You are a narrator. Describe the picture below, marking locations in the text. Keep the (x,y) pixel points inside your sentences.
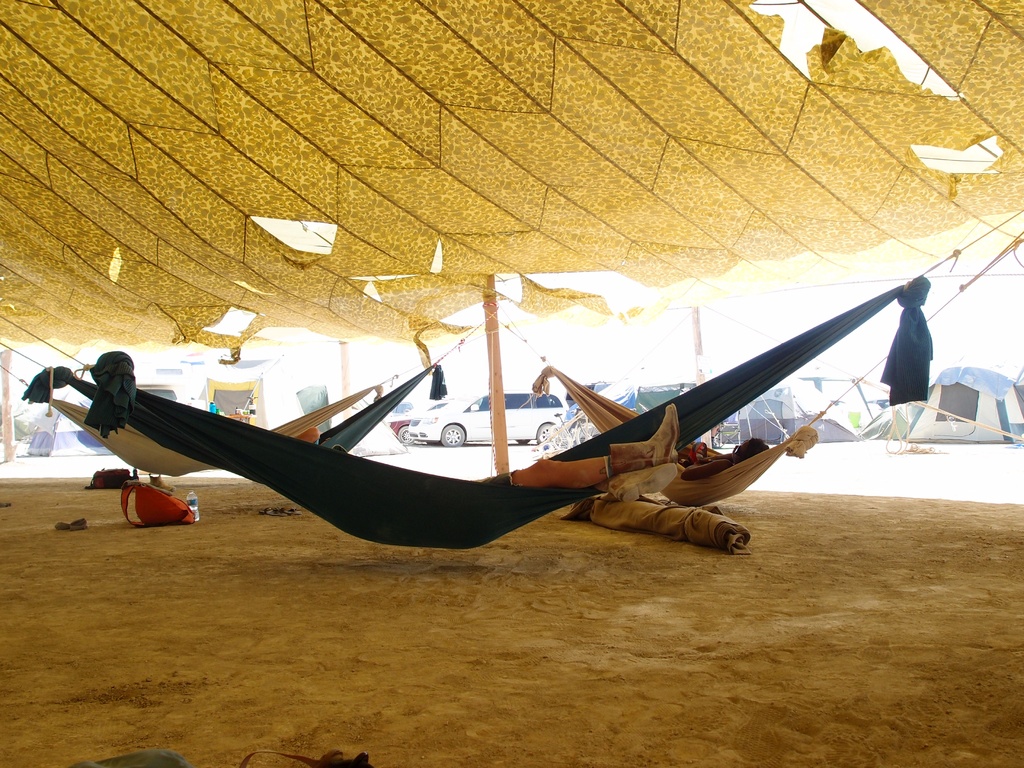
In this image we can see few people (659,456) sleeping in the swing (755,362), there are few tents (208,386), a car (455,412) in the background (466,419) and there is a bottle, bag (187,511) and a cloth (661,537) on the ground (274,572).
